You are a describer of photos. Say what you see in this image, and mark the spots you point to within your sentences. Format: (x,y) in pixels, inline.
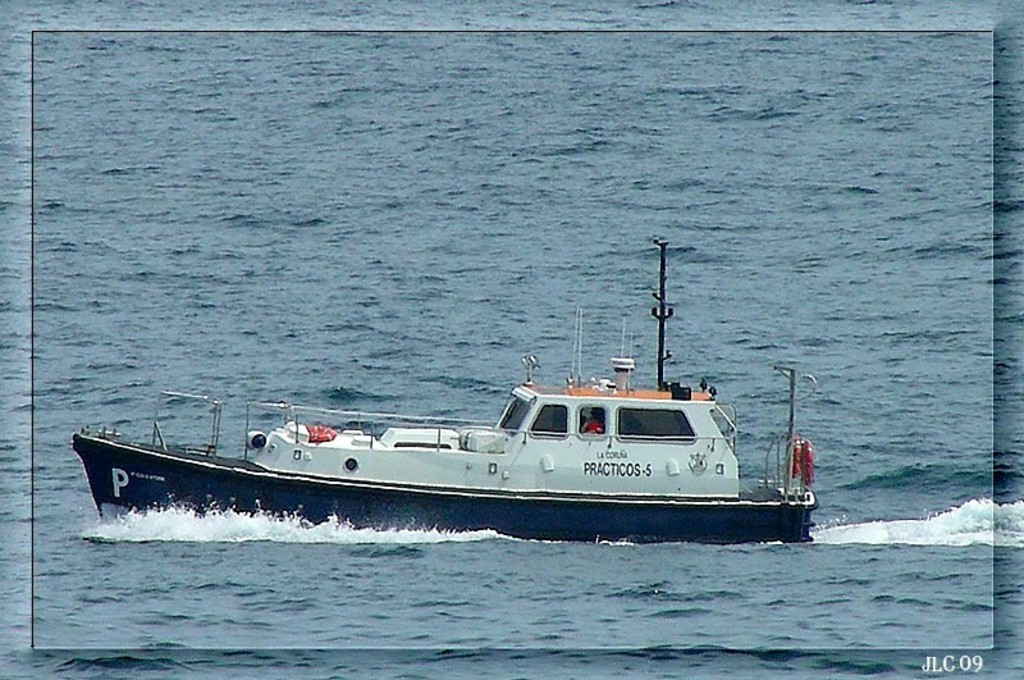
In this picture we can see a boat (103,460) on water (813,622) and on this boat (113,480) we can see a swim tube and poles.
